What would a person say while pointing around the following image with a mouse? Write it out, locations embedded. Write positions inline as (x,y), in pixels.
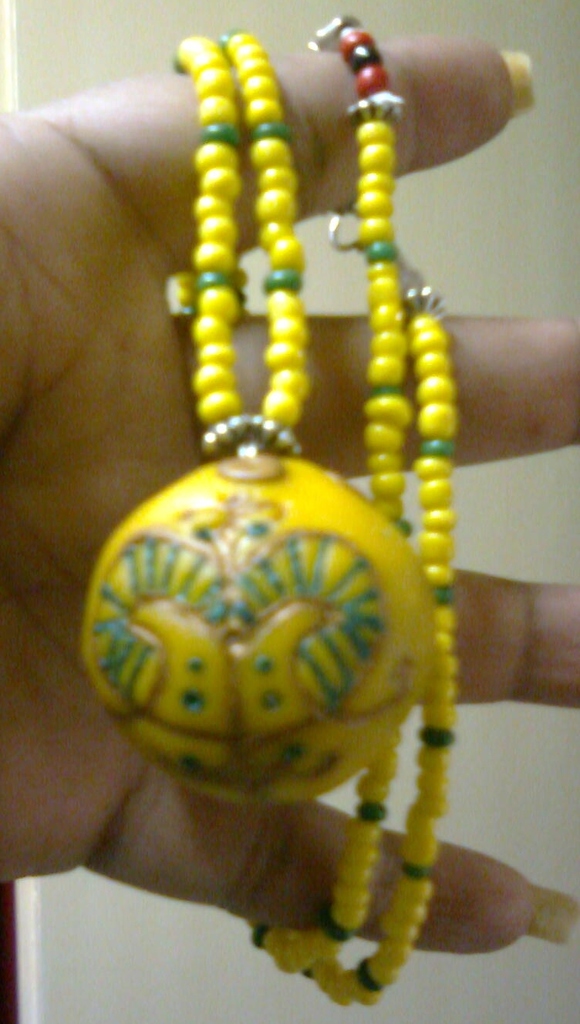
In this image I can see a person's hand (114,229) and jewelry (265,399). In the background of the image (247,302) it is in white color.
